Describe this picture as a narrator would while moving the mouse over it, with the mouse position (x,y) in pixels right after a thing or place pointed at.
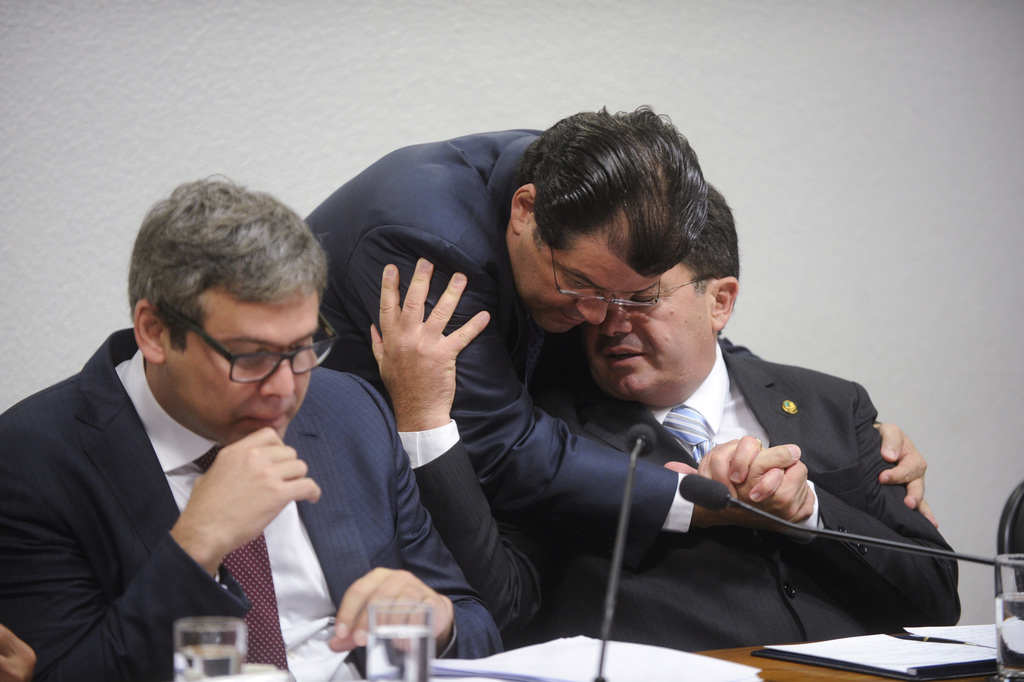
In this image we can see men (761,419) sitting on the chairs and a table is placed in front of them. On the table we can see glass tumblers (423,616), mics (635,436) and papers (952,633). In the background (484,77) there is a man (410,167) standing and walls (348,57).
